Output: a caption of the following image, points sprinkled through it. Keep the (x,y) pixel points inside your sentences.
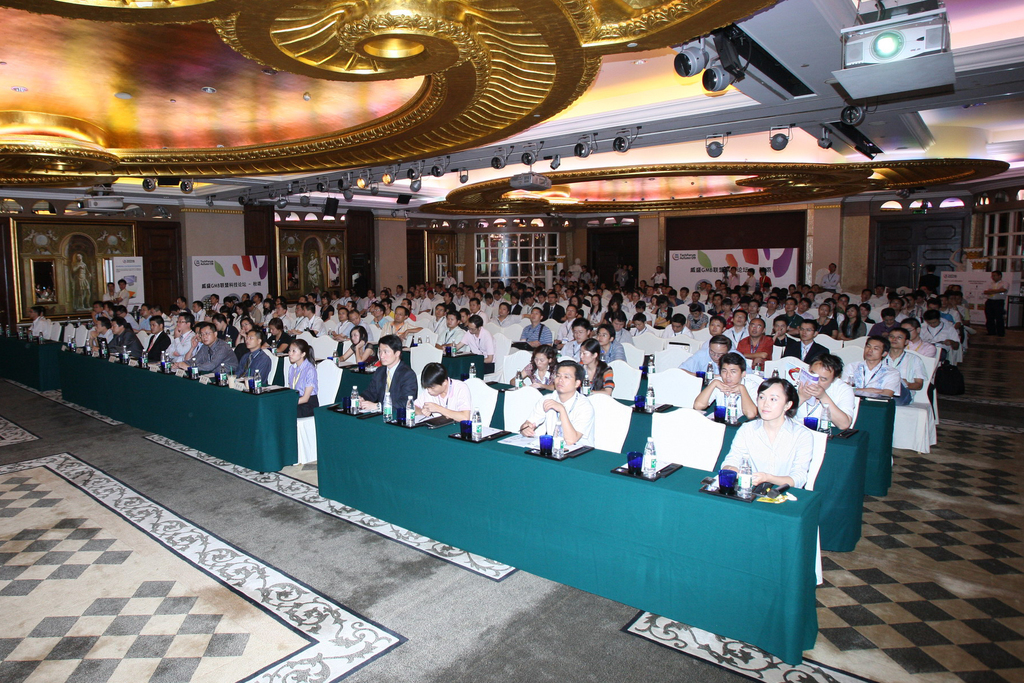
In the foreground of this picture (361,386), there are people (829,318) sitting on the chairs (683,360) in front of tables (729,448) on which bottle (742,475), paper (658,466), and a glass (724,484) are placed in front of them. In the background (426,278), there is a wall (208,236), sculpture (74,269) and on the top (645,92) there are lights (729,58), a projector (862,37) and the ceiling (148,84).
